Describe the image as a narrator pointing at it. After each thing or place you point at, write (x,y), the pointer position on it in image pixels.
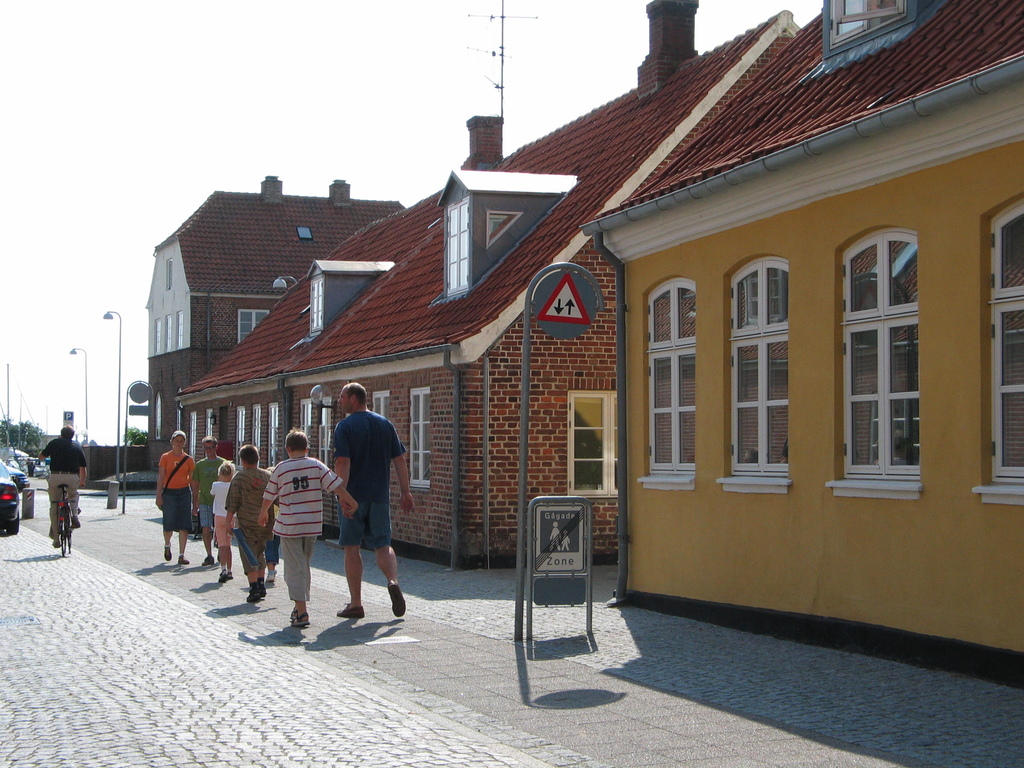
In this image we can see people (260,480) are walking on the pavement (381,690). In the background (515,365), we can see a sign board (139,387), poles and buildings (416,230). On the left side of the image (56,441), we can see a car (4,493) and a person (62,465) is cycling. At the top of the image (207,59), we can see the sky (126,91).
